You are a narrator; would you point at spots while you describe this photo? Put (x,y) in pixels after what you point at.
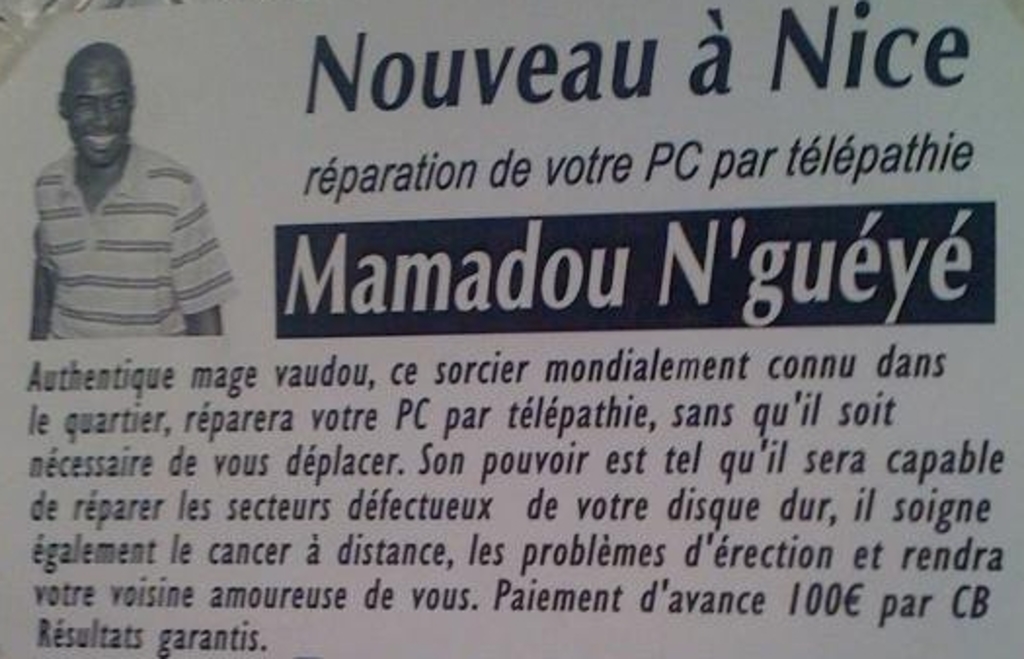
In this picture we can see a poster (248,129), on this poster (177,287) we can see a man (116,325) and text (458,361).
